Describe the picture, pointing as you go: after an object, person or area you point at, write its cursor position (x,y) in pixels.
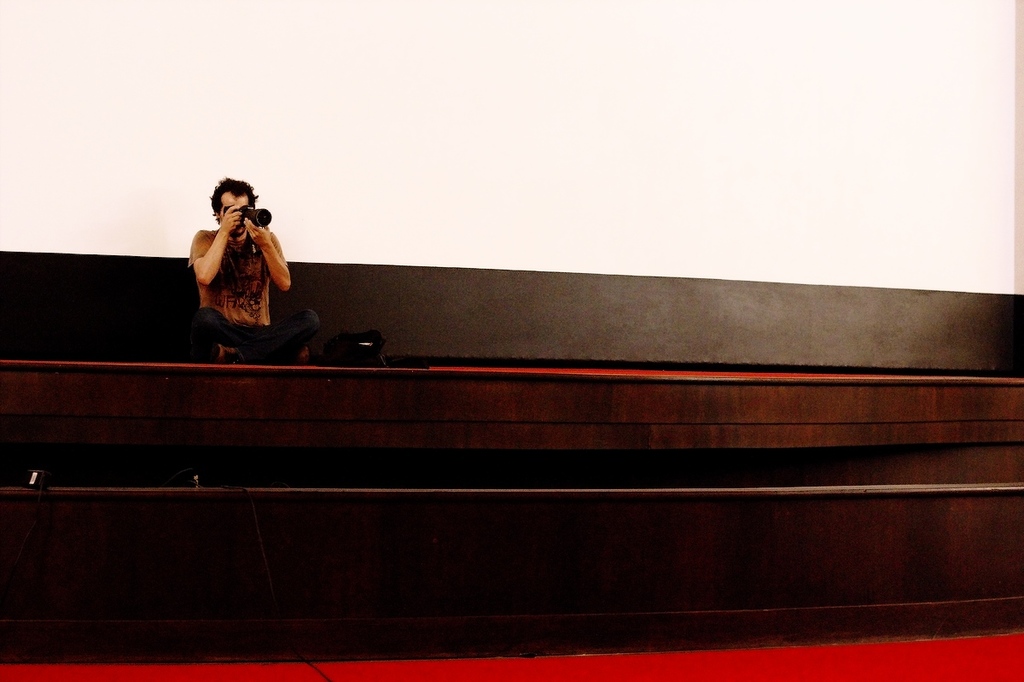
In this image we can see a man (199,317) sitting on the wooden stairs (356,434) taking a photograph with a camera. We can also see a bag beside him.
